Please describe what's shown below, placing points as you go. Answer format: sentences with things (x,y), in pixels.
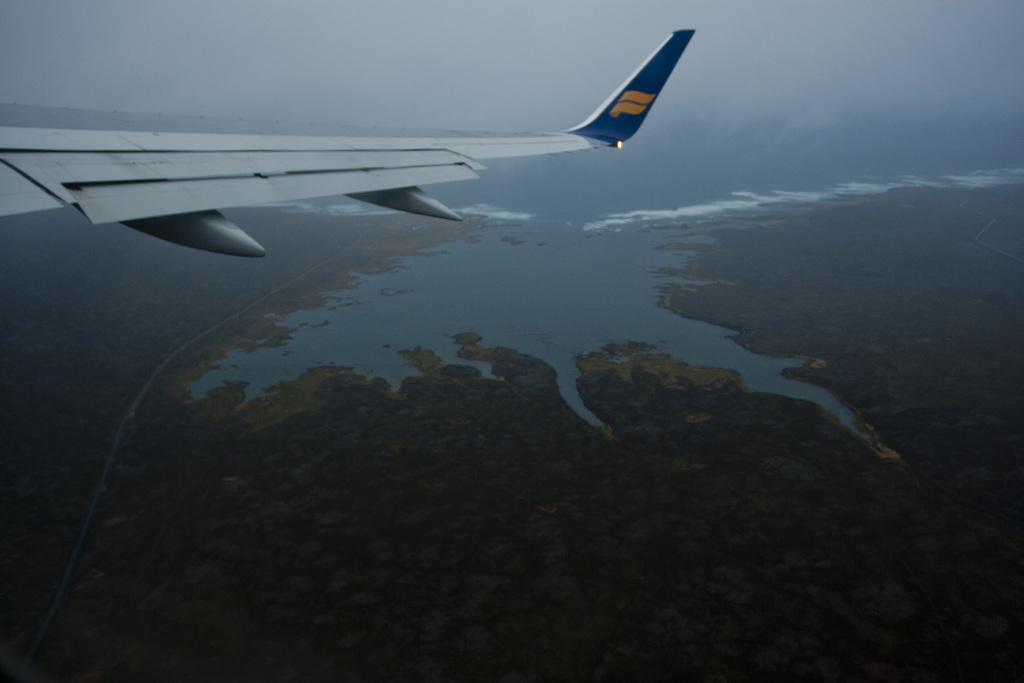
On the left side of this image (186,157), I can see a part of an aeroplane (248,137). It is flying in the air (116,59). In the middle of the image (507,303) there is an ocean (434,272), around I can see the land (695,535). At the top of the image (215,71) I can see the sky (257,78).
